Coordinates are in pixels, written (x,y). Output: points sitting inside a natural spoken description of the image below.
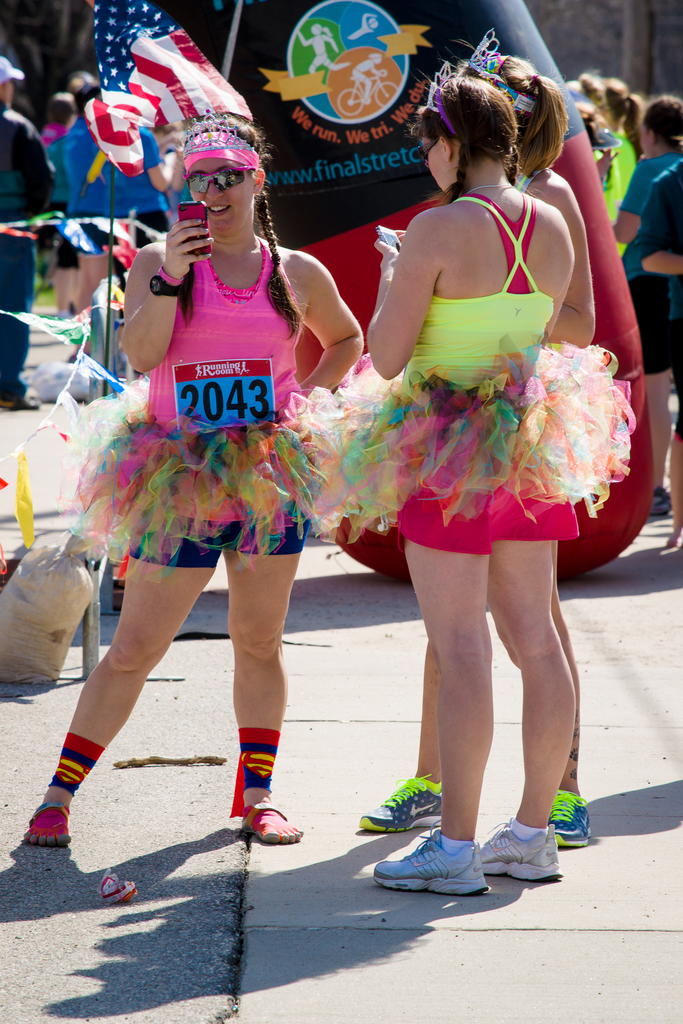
In this image we can see a few people (343,403), among them, some people (250,297) are holding the objects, also we can see a bag (40,563), flag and some other objects (317,234).
